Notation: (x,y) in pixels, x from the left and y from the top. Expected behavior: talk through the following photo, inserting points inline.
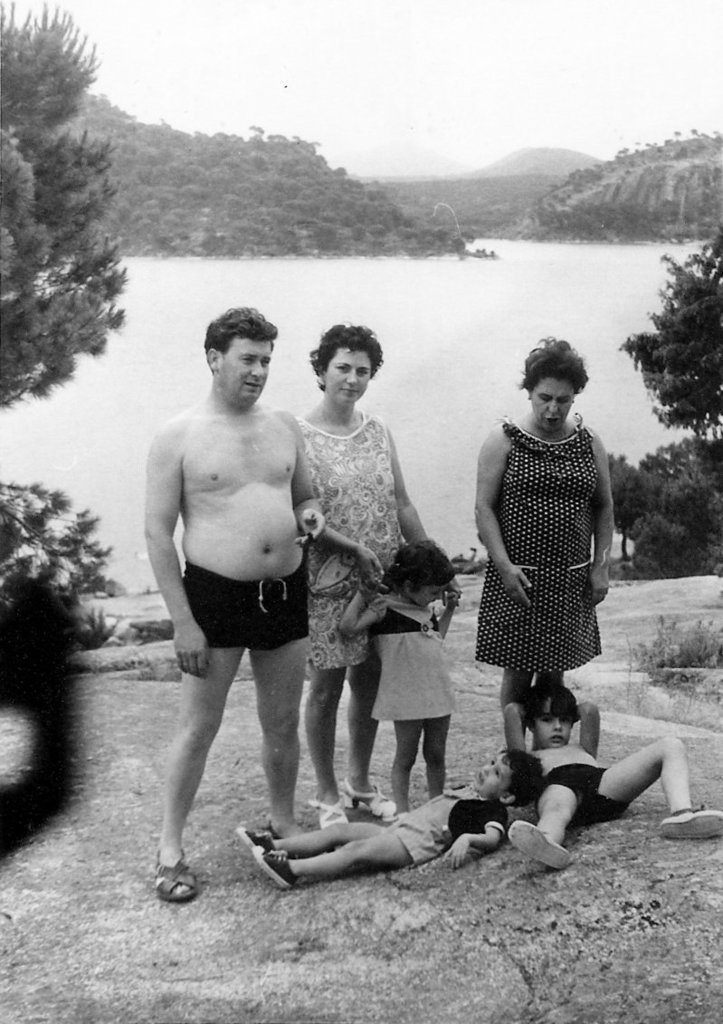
This is black and white image, we can see a few people (408,585), and we can see the ground (216,778), plants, trees (4,571), water (468,449), mountains (386,218), and the sky (476,119).
